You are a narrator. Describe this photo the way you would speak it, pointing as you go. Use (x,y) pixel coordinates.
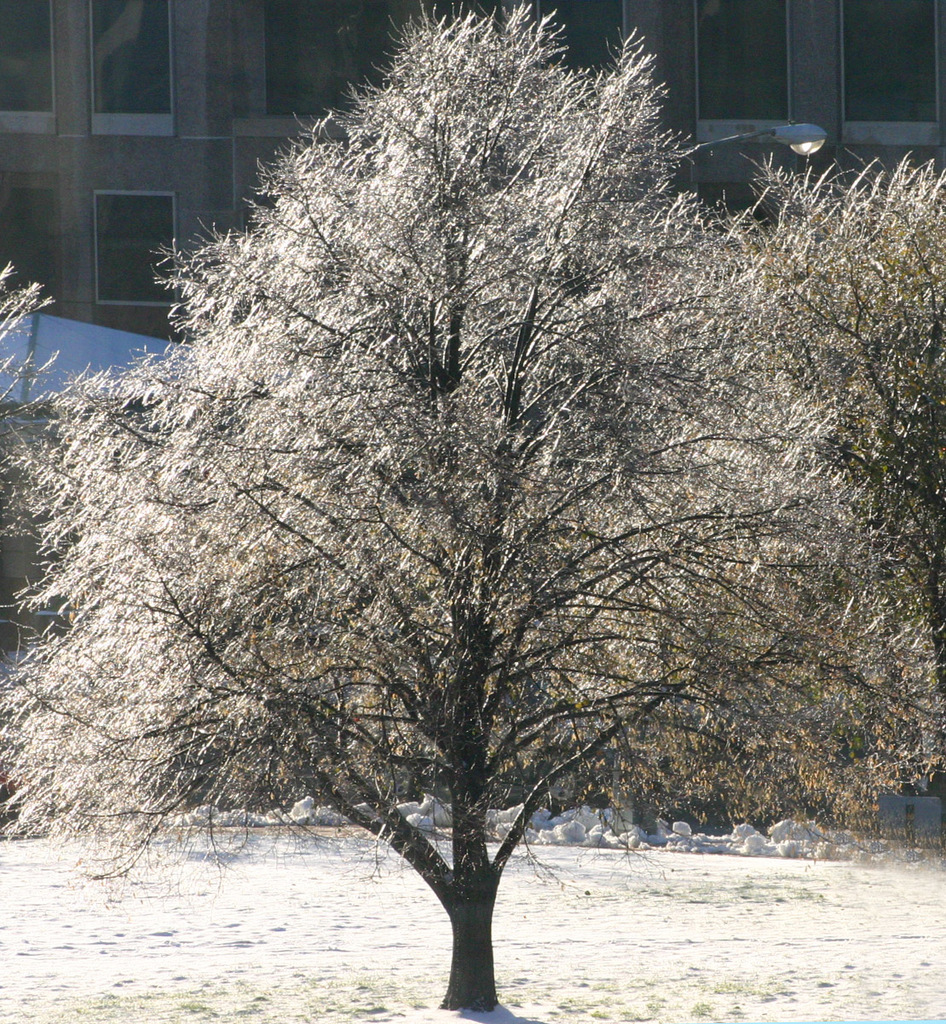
In this image I can see few trees (657,232), a light (693,151), a building (601,62) and windows (360,17).
